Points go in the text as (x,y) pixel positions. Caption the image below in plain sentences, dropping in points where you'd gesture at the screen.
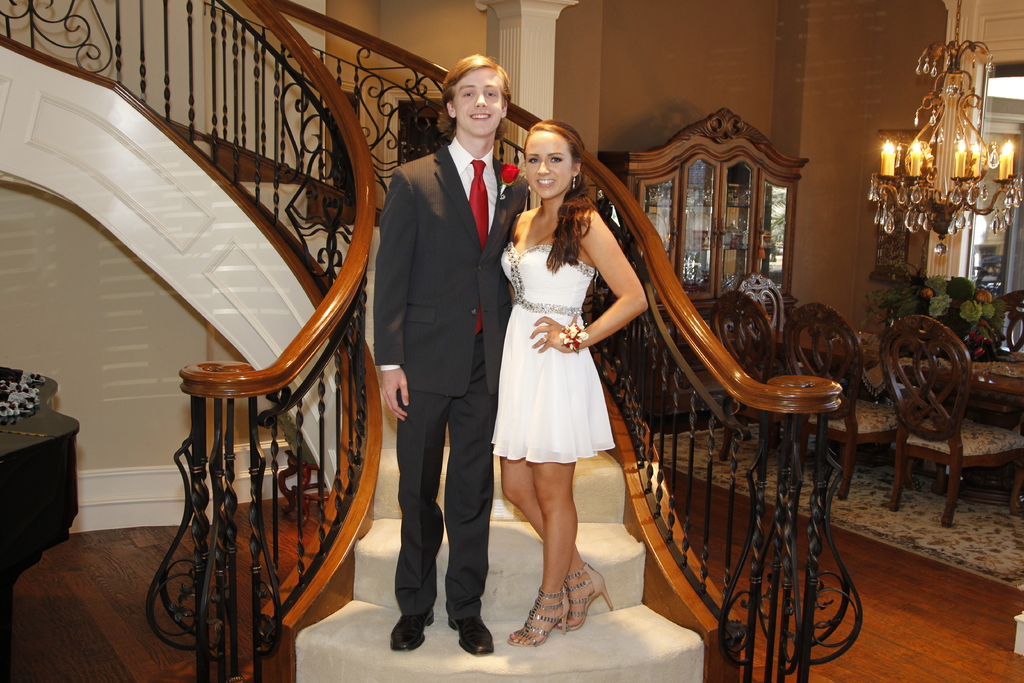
In the center (566,360) we can see two persons (459,358) were standing on stair case (499,600) and they were smiling. and around them we can see table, pillar (528,55), wall (678,50), cabinet (691,260), dining table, lights (958,150), candle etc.
